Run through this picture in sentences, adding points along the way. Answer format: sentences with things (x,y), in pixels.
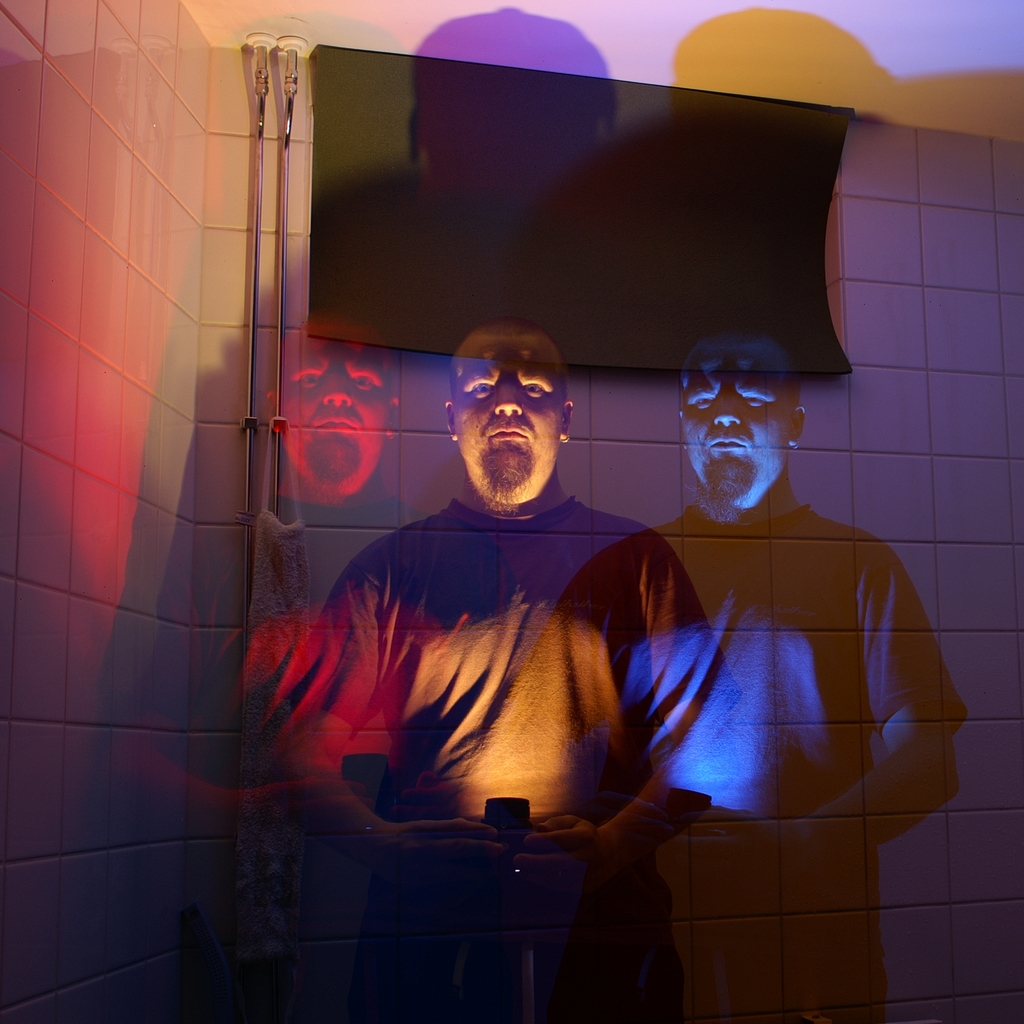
Here we can see a man (373,730). In the background (652,433) there is a screen (530,243) and wall (183,487).
